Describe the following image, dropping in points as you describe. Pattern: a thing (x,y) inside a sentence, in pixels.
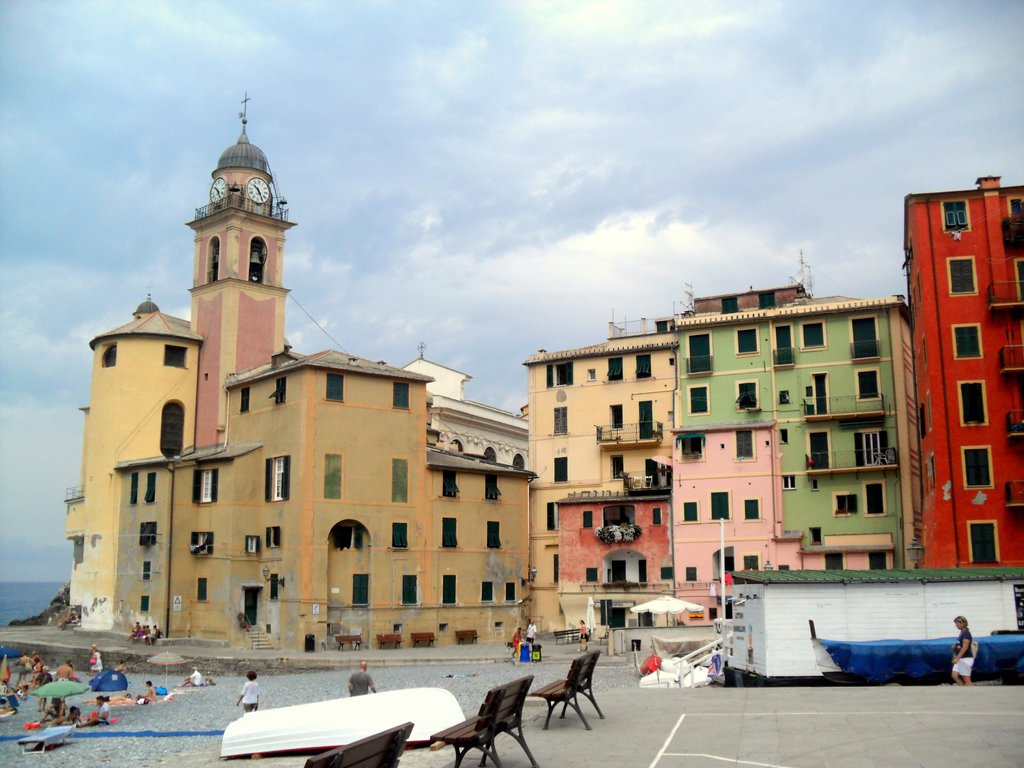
In the center of the image (475,410) we can see buildings (557,507), windows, clock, poles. At the bottom of the image (820,601) we can see shed (815,628), boat (868,648), some persons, benches (571,683), tents (95,688), ground (140,676), water (16,612), rocks (63,601). At the top of the image (543,117) clouds (594,241) are present in the sky (525,43).
